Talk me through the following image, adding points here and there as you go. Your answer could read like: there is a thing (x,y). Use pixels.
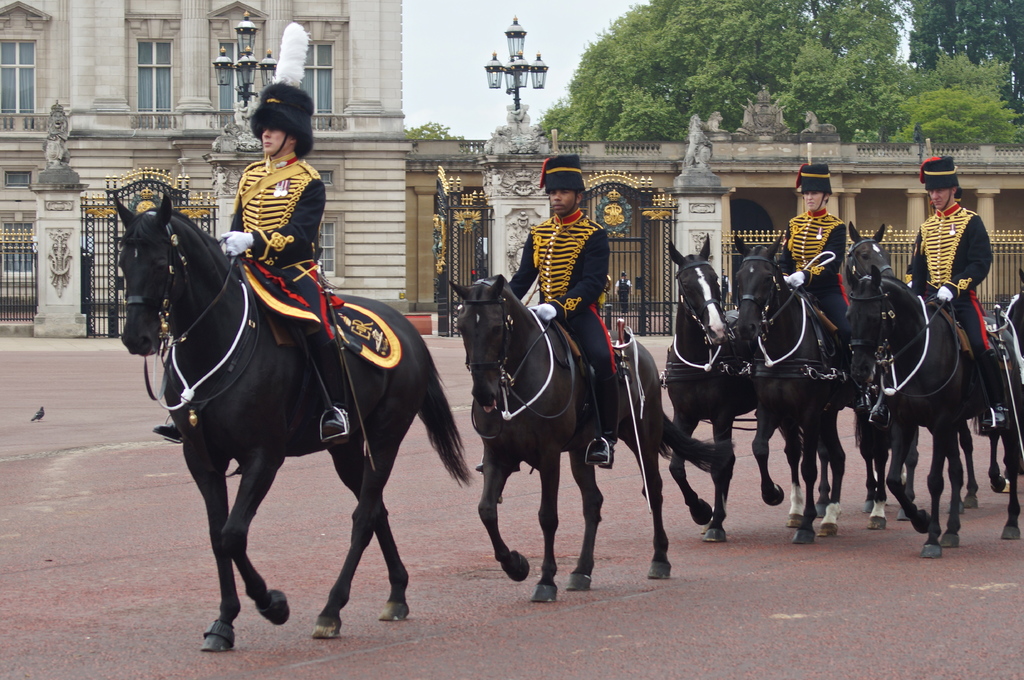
In the picture we can see some people (935,191) are riding horses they are in a different costumes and the horses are black in color and behind them, we can see a palace (25,20) and near it, we can see a wall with some gates (617,251) to it and behind it we can see some trees (752,66) and sky (570,37).
